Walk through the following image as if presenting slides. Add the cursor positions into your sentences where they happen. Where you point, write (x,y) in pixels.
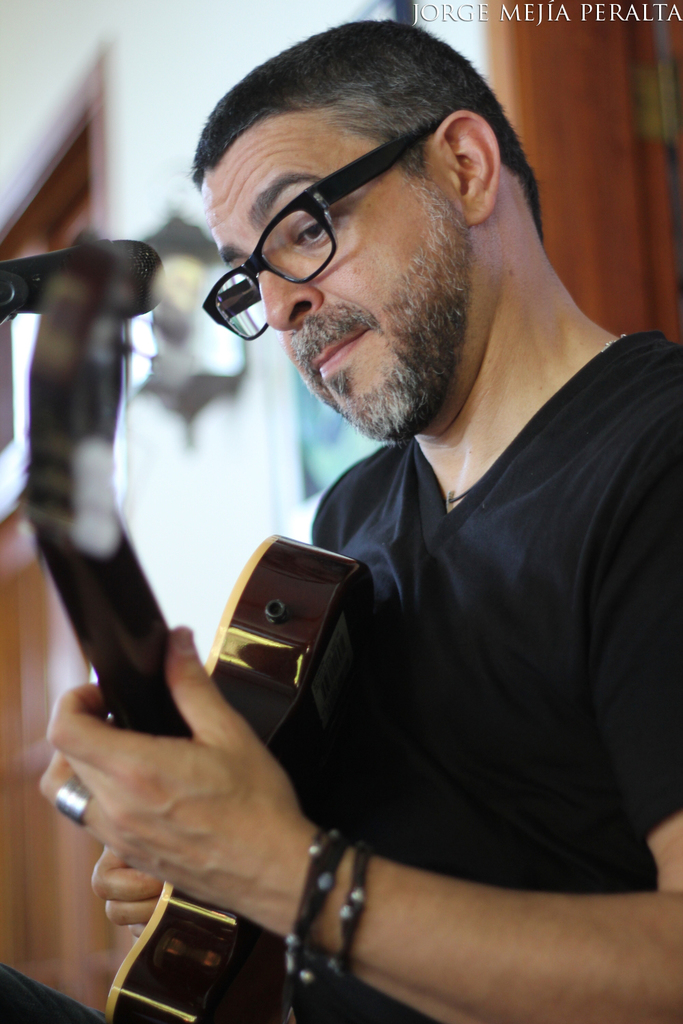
This is a picture of a man (593,503) in black dress (555,663) wearing a black spectacles (212,306), he is playing a guitar (277,673). In the background (257,537) there is a door (627,150) and a white wall (167,88) on the wall (159,90) there is a lamp (173,344).
